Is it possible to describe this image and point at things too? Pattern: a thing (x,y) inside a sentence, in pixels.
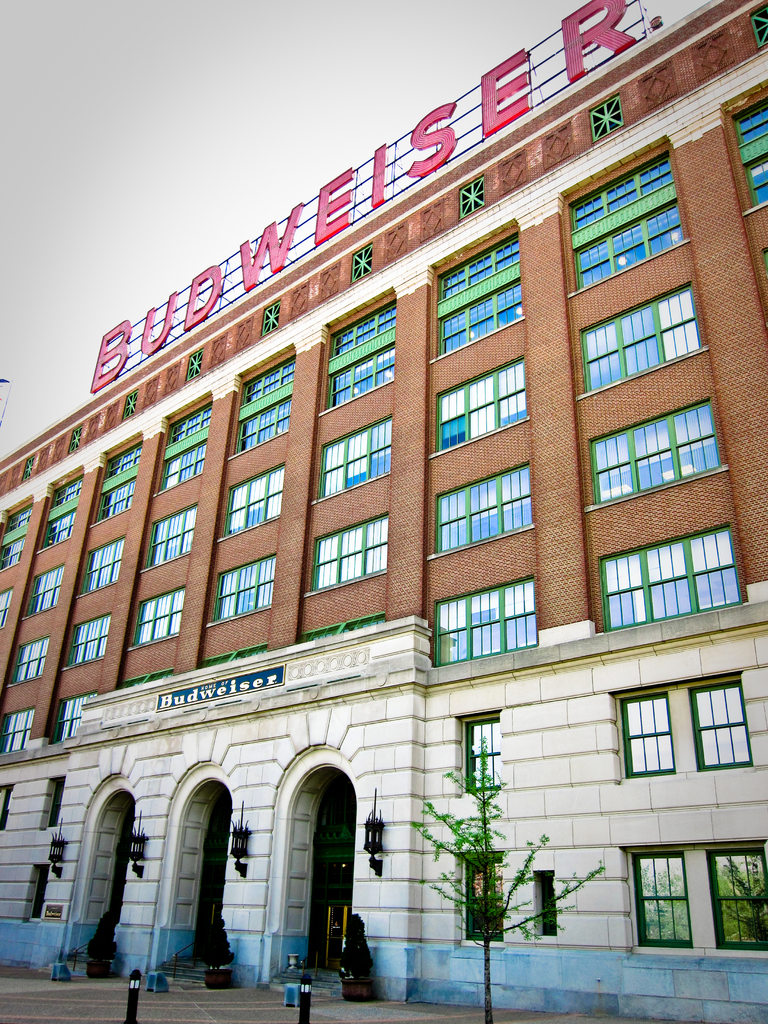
In this picture we can see a building (263,878) with windows (617,371), lamps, name boards (272,683), poles (305,995), plants (100,954), tree (481,829) and in the background (156,204) we can see the sky (242,105).
